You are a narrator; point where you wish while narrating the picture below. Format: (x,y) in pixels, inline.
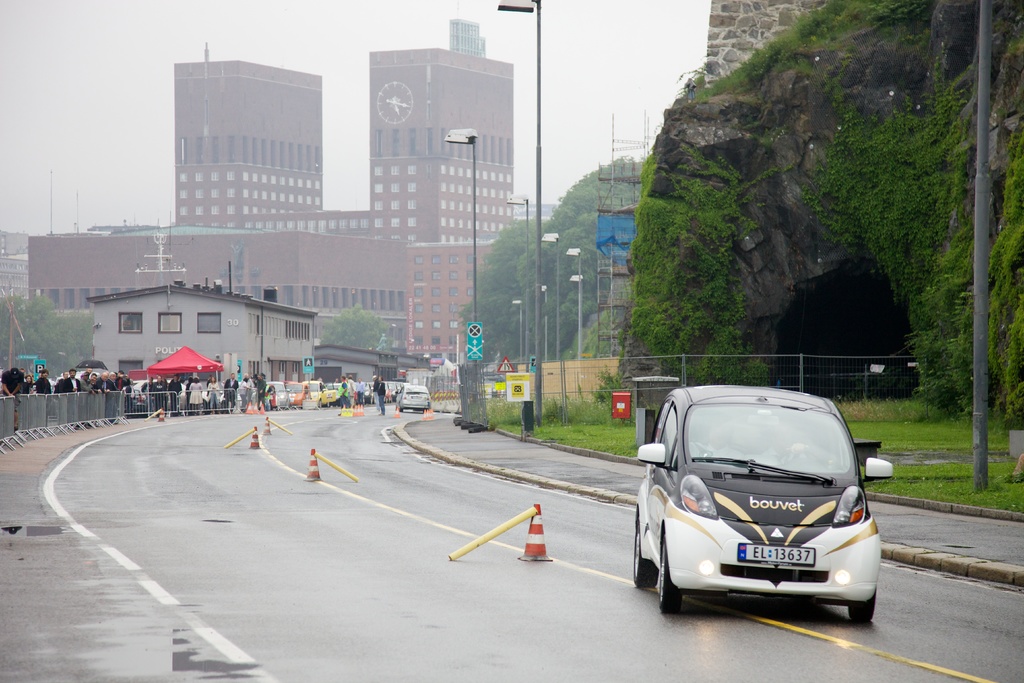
In the image in the center (413,383) we can see few vehicles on the road (145,500). And we can see traffic poles (314,475), sign boards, poles (540,241), grass (584,443), plants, tent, hill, road (314,416) and fence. In the background (345,42) we can see the sky (607,37), clouds (15,158), trees (564,211), buildings (340,261), poles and group of people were standing.
